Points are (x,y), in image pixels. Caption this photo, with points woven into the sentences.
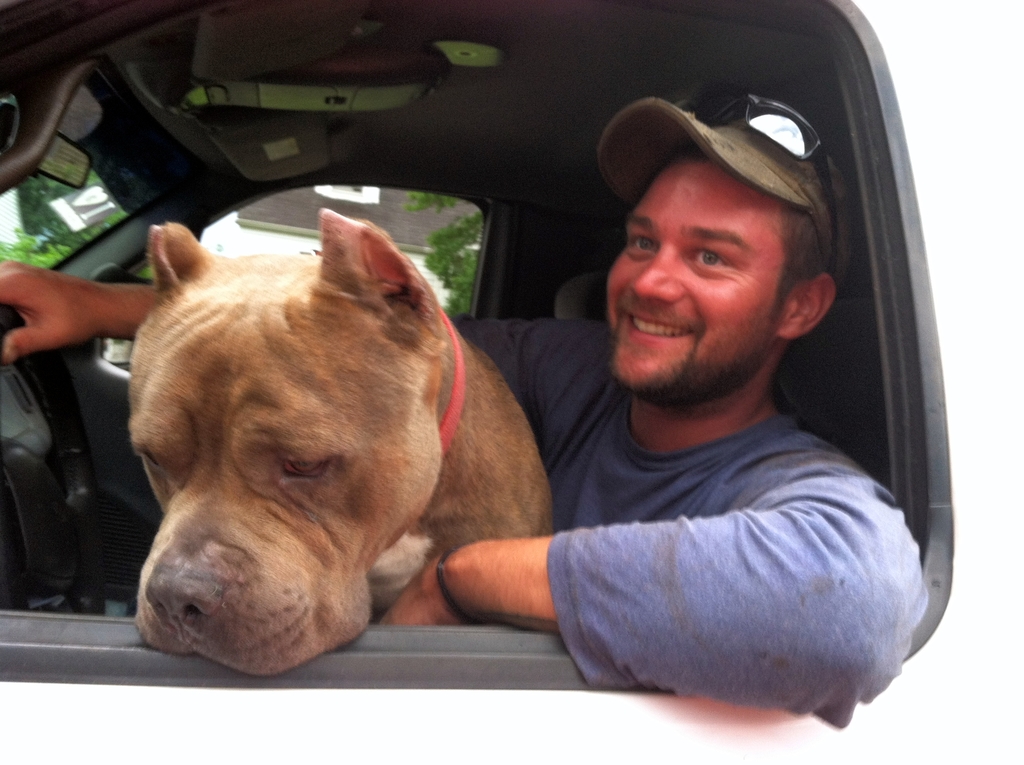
A man (726,305) is sitting in a car (165,85) with dog (534,532) on him.
